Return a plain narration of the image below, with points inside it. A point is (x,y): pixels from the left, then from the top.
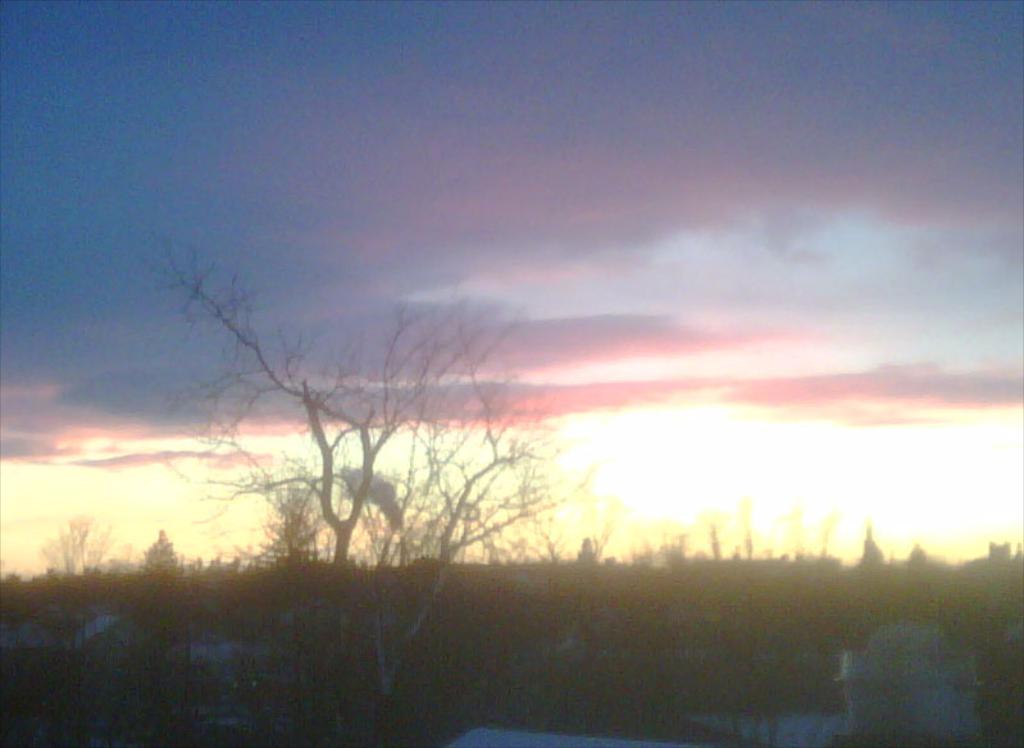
This picture is blur, in this picture we can see trees (312,552). In the background of the image (609,406) we can see sky (707,408) with clouds (530,352).
